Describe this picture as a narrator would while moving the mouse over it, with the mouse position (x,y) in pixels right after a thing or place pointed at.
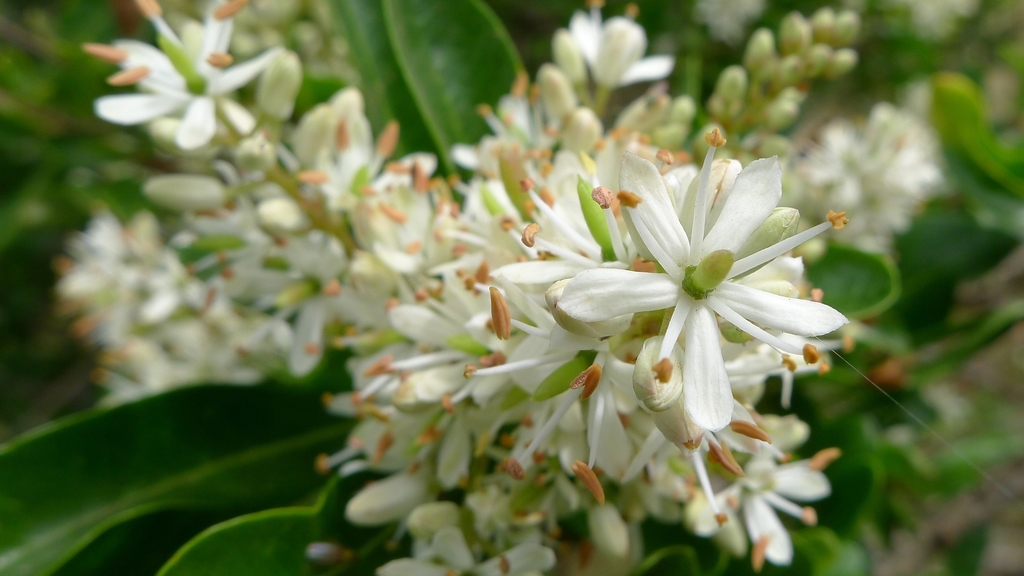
In this picture we can see the flowers (743,16), buds (161,125) and green leaves (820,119).
